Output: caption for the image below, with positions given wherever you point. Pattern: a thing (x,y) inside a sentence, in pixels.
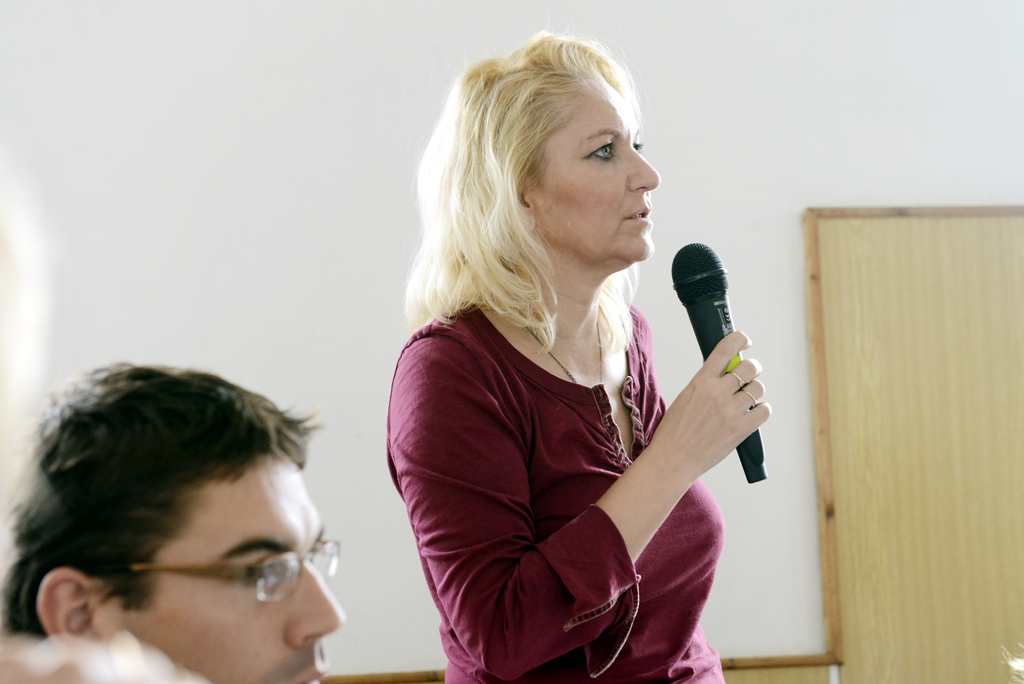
In this image i can see there is a man (248,556) and a woman (499,186). The woman (511,246) is standing and holding a microphone (720,330) in her hands (721,354).
